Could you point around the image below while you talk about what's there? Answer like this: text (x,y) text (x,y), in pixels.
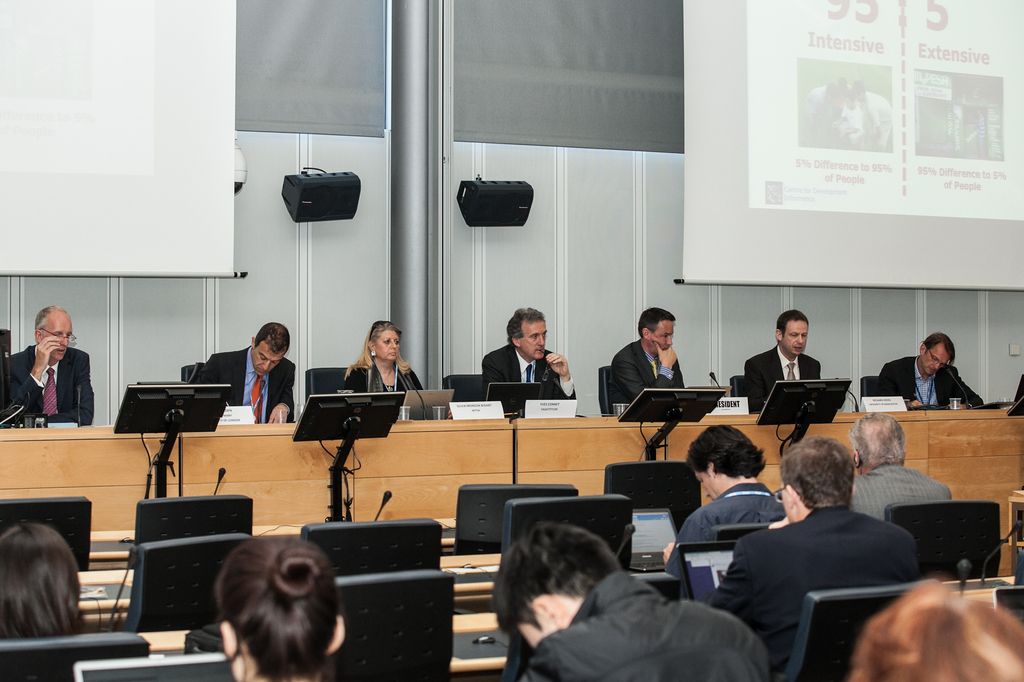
In this image I can see number of people (719,641) are sitting on chairs (809,670). I can see all of them are wearing formal dress (253,387). I can also see few speakers (458,199), projector screens (766,115), number of mics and here I can see something is written.
